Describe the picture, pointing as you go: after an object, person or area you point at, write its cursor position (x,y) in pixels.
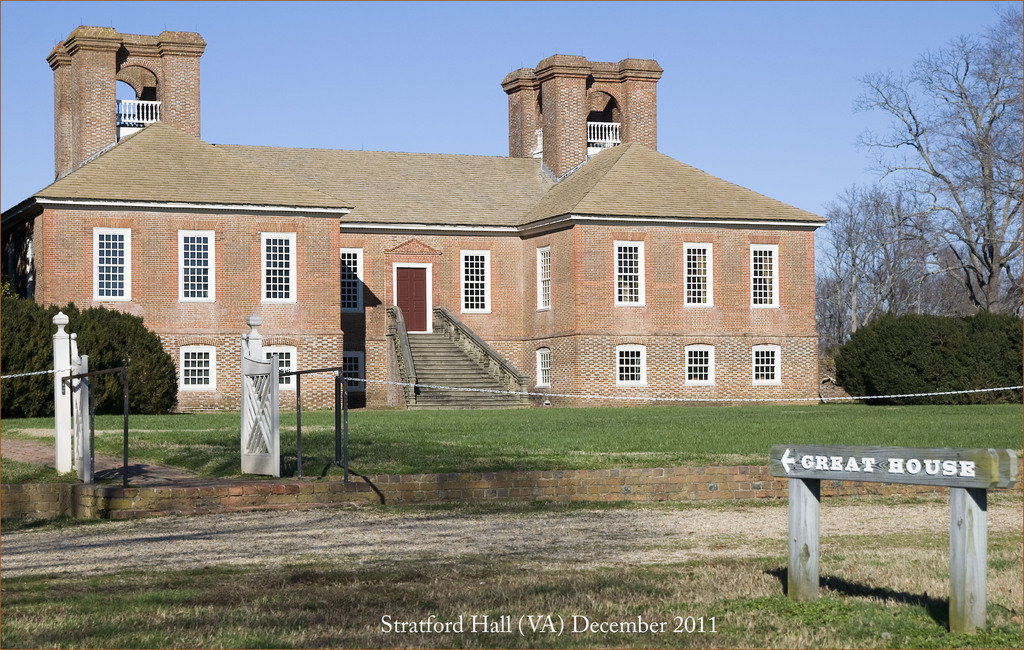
This image consists of a building (728,287) along with windows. In the front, we can see the steps (421,366) along with the railing (470,349). On the left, there is a gate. On the right (970,519), we can see a board (953,530) made up of wood (966,556). At the bottom (720,440), there is green grass (447,448) on the ground (719,429). On the left (93,323) and right, there are trees (880,282). At the top (261,108), there is sky (415,3).
